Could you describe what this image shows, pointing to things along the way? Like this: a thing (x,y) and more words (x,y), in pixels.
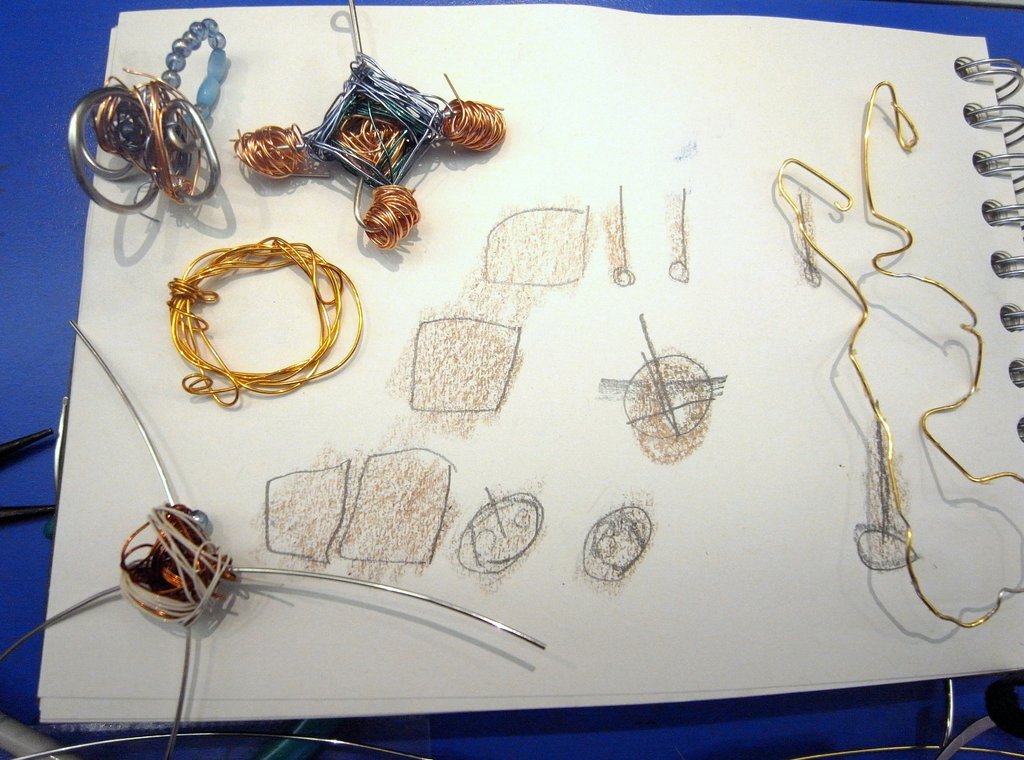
In this image we can see a notepad (919,178) on which some objects (223,250) are placed and some shapes (503,388) are drawn.
